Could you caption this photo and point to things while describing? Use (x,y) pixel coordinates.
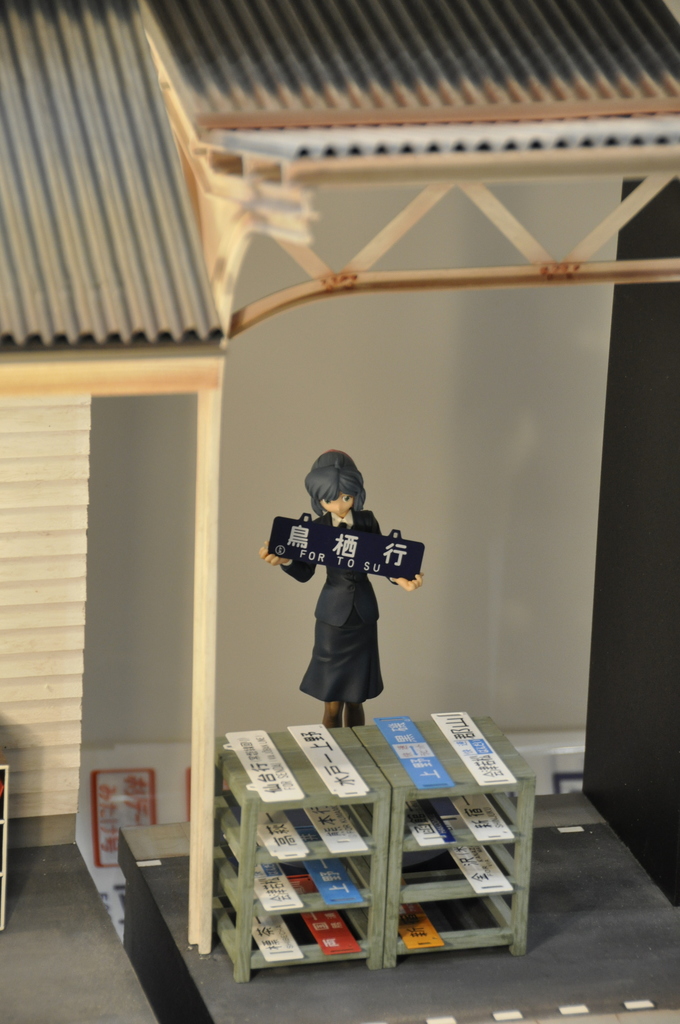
In this image we can see the animated toy (356,657) of a person (343,594) wore black color dress (347,586) standing and holding a board (319,542) in her hands (268,544) and there are some boards (319,882) which are arranged in shelves (410,796) and in the background of the image (316,447) there is a wall (33,701), top of the image (91,323) there is roof (517,147).
